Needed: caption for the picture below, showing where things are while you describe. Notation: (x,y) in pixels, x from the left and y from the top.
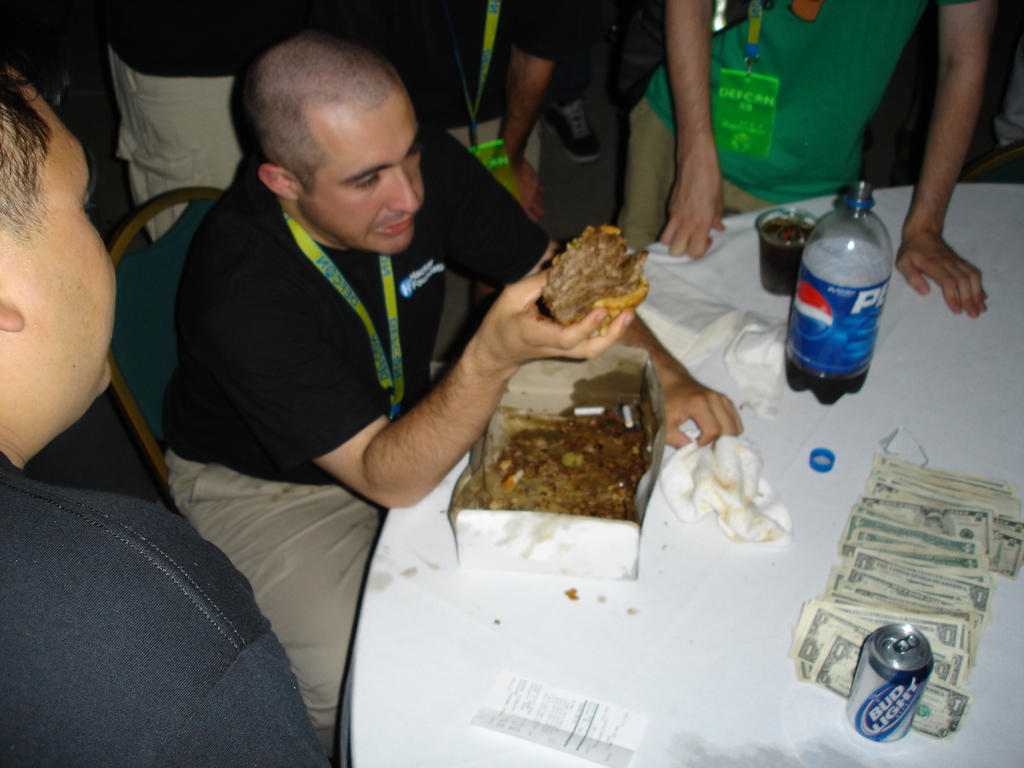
In the picture we can find some men (535,202) are standing, one man (513,309) is sitting and having something and is also having a coke bottle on the table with some money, tin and tissues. The man (271,348) who is sitting is wearing a tag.
